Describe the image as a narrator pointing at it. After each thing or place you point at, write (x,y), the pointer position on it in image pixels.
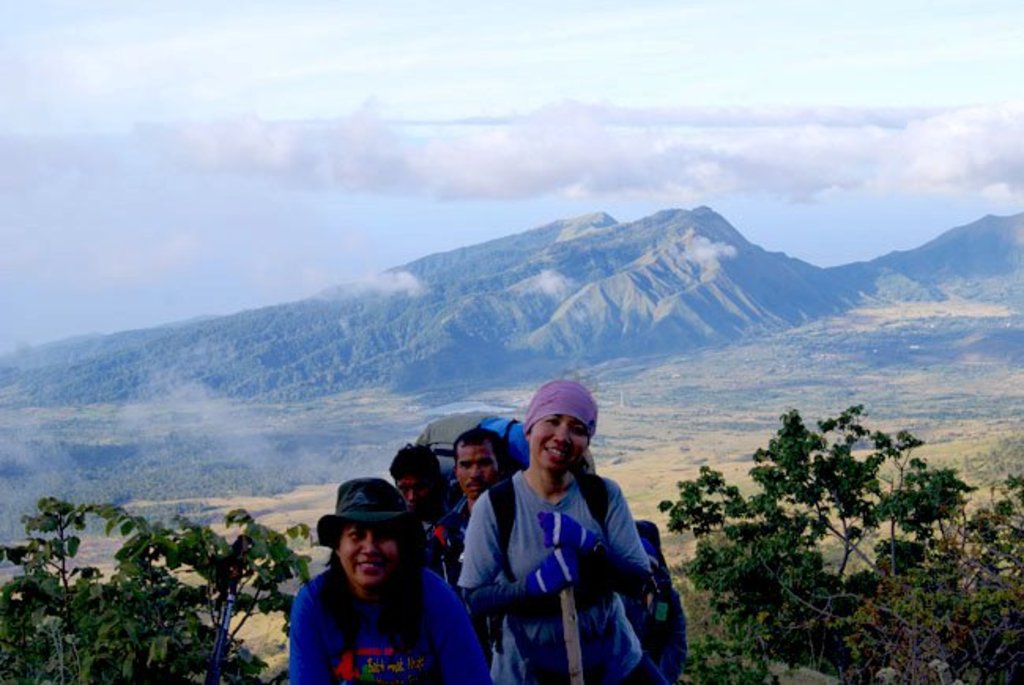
In this image I can see four persons (437,593), plants (143,538) and trees (127,543). In the background (412,376) I can see mountains (598,329), smoke (223,426), fog (348,156) and the sky (360,197). This image is taken may be near the mountains (553,340).
